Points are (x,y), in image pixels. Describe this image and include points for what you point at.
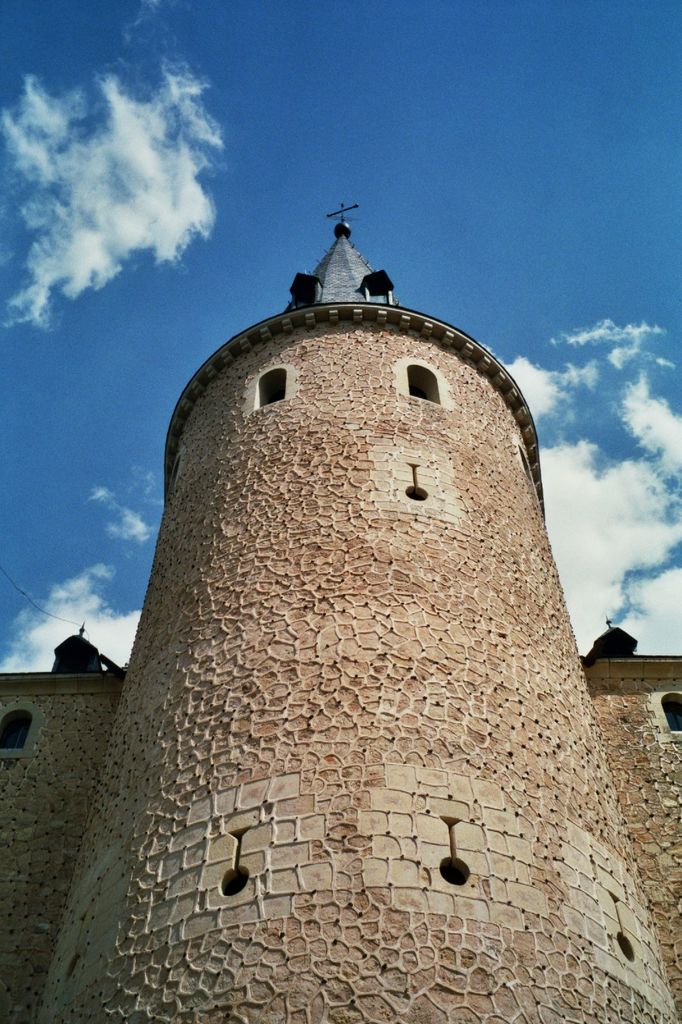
In this picture I can see in the middle (301,446) it looks like a fort (385,792), at the top (223,179) there is the sky (285,185).
